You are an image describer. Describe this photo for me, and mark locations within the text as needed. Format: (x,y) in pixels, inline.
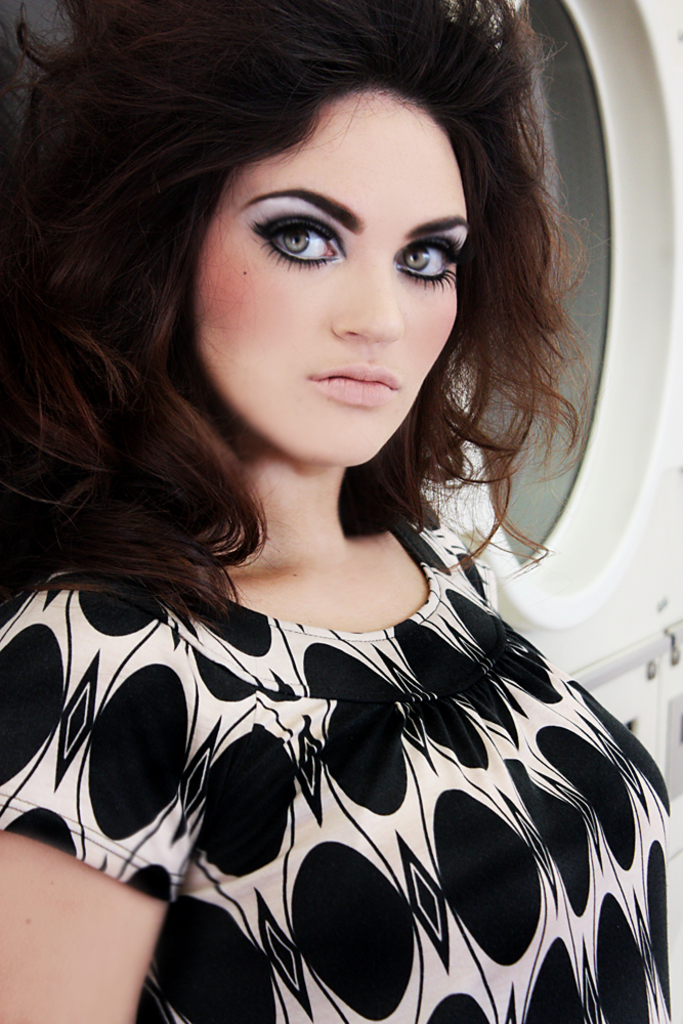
There is a lady (288,289) in the foreground area of the image (410,446), it seems like a window (584,203) in the background (584,203).
